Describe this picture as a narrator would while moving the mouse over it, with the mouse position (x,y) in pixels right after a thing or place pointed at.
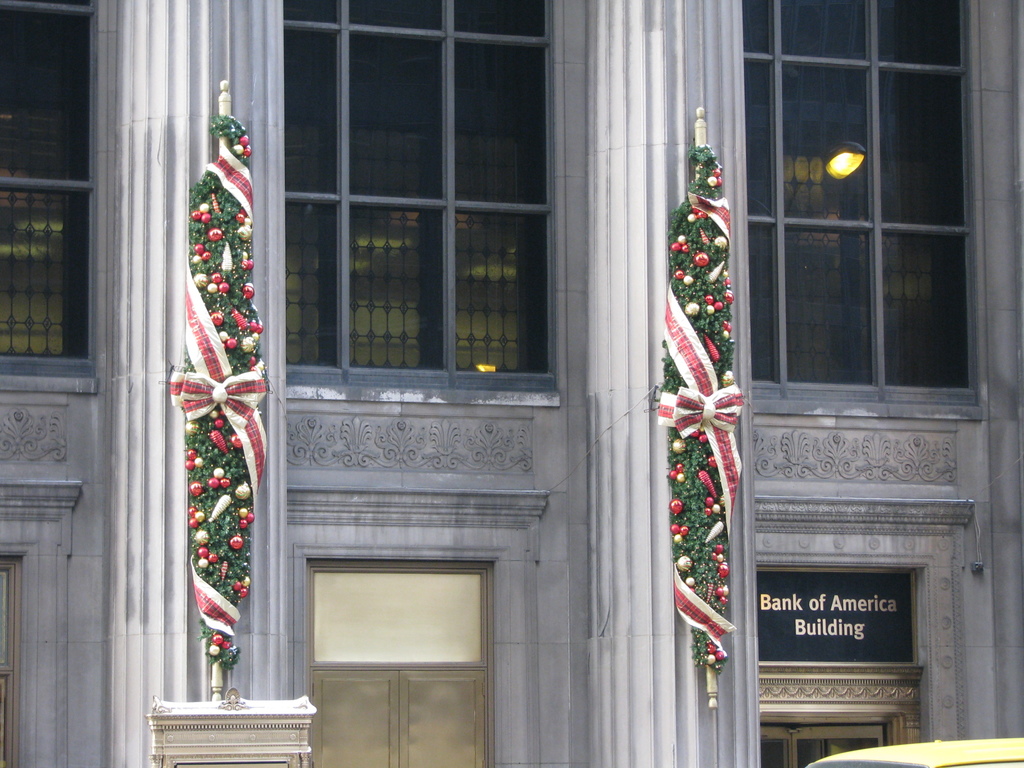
In this image in front (45,200) there is a building (1001,244) and in front of the building (377,632) there are two pillars (639,672) decorated.
